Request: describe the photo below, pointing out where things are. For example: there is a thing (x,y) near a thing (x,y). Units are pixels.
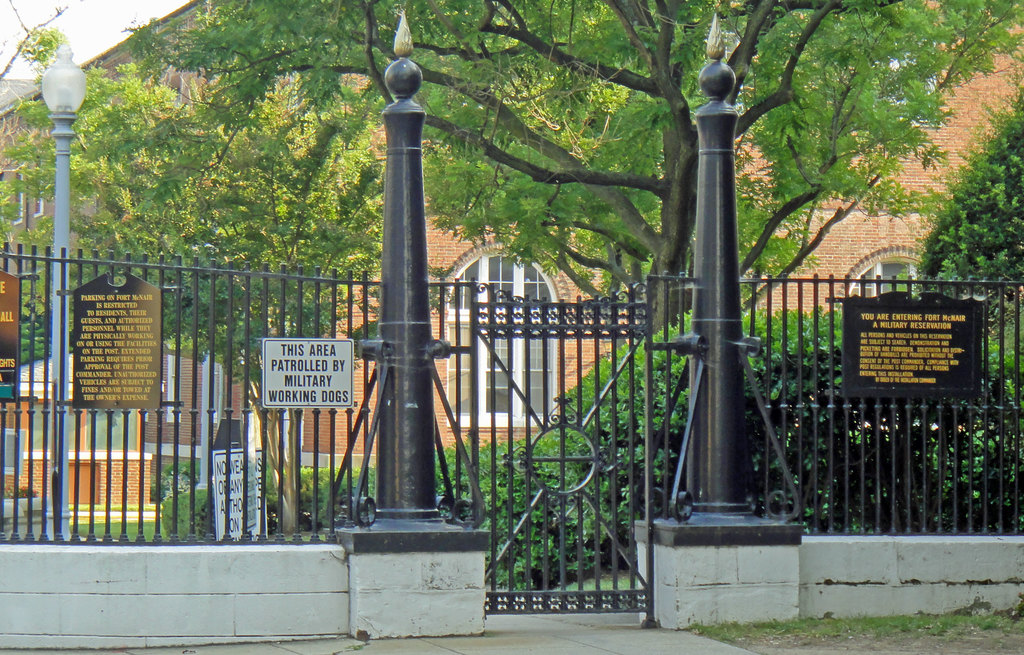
In this image I can see in the middle (408,373) there is a black color gate (681,447) and at the back side (468,144) there are trees (419,20) and there is a big house (184,9).
